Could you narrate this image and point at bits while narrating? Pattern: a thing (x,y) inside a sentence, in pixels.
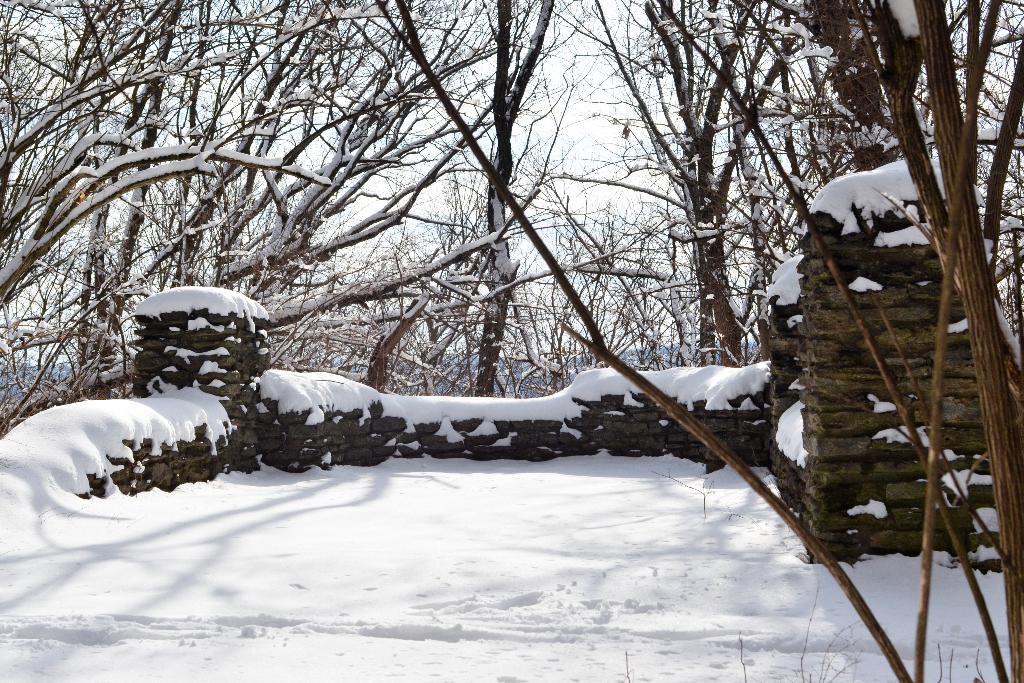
As we can see in the image there is snow (432,511), wall (860,334), trees (194,106) and sky (586,156).
